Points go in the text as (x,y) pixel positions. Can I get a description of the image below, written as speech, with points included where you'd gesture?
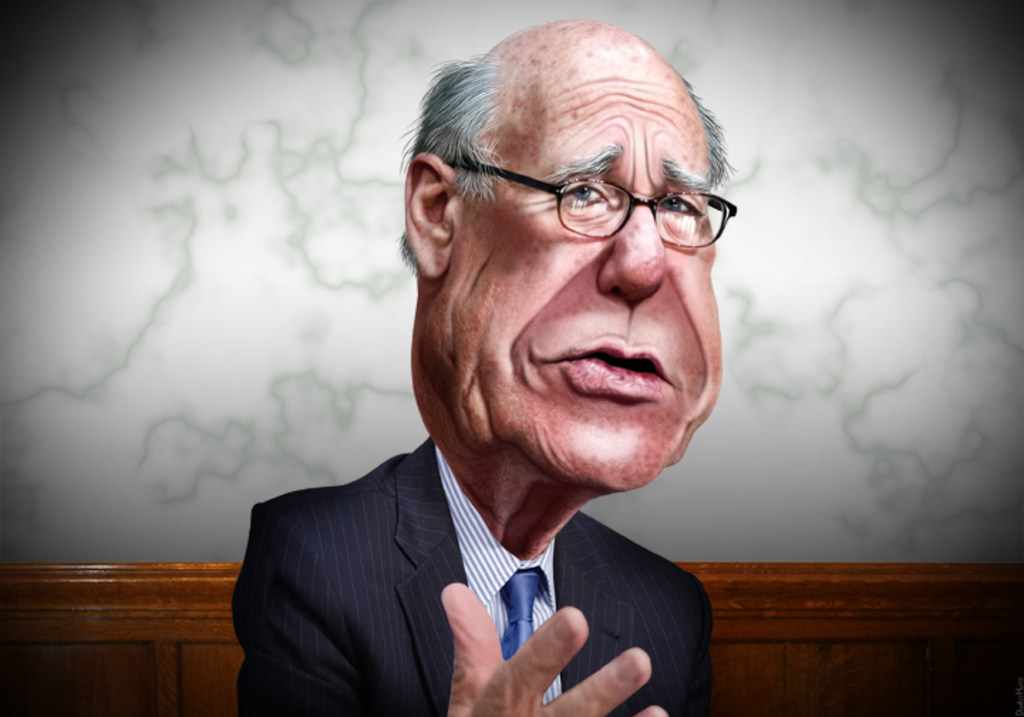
This is an animated image. In this picture, we see the man (547,441) is wearing the spectacles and a black blazer (419,548). He is trying to talk something. Behind him, we see a wooden table (813,617) or a bench (926,668). In the background (810,269), it is white in color.
